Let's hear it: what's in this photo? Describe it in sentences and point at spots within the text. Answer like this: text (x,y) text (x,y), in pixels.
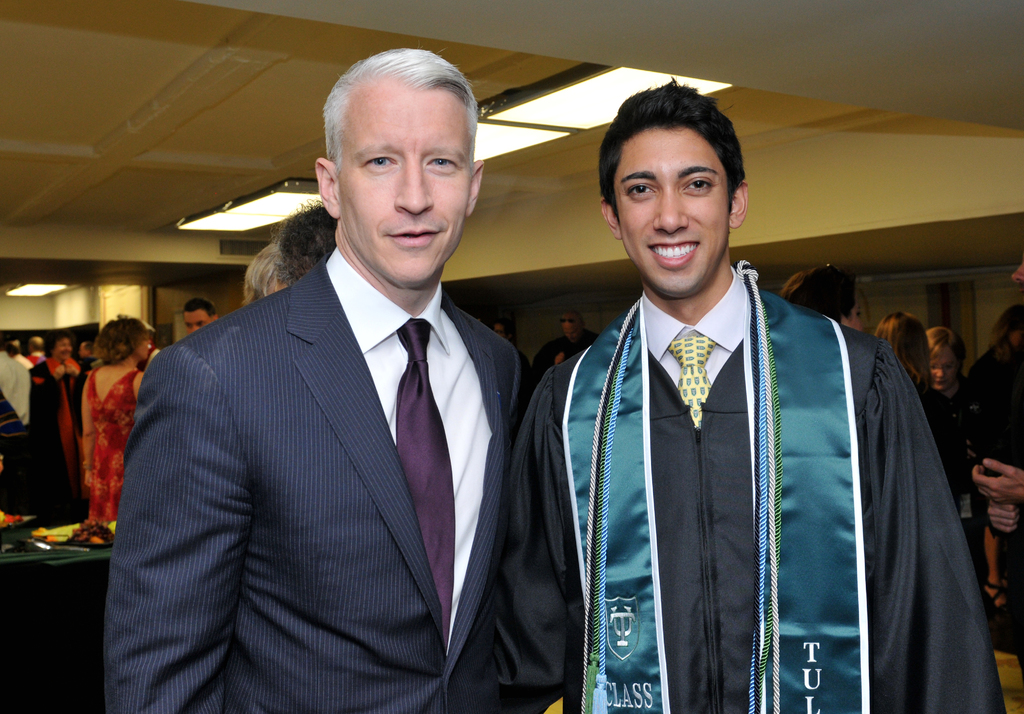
This image is taken indoors. At the top of the image (275,66) there is the roof (587,141) with a few lights (518,127). In the background (154,336) there is a wall (229,279). Many people (137,355) are standing on the floor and there is a table (21,554) with a few things (63,525) on it. In the middle of the image (479,423) two men (388,453) are standing and they are with smiling faces (664,226).
